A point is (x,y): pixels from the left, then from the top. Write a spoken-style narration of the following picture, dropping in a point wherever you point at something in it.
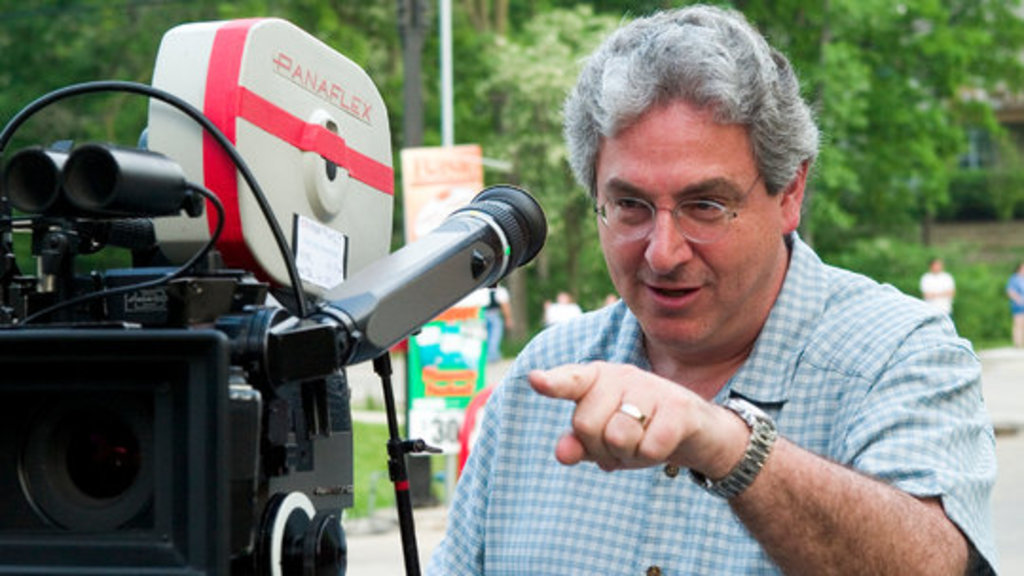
This picture might be taken from outside of the city. In this image, on the left side (304,436), we can see a camera (326,436). In the middle of the image (682,354), we can see a man (860,408) wearing blue color shirt (807,371). In the background (602,298), we can see a hoardings (443,357), trees (121,56), buildings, a group of people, pole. At the bottom (1014,508), we can see a road (1015,501) and a grass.
